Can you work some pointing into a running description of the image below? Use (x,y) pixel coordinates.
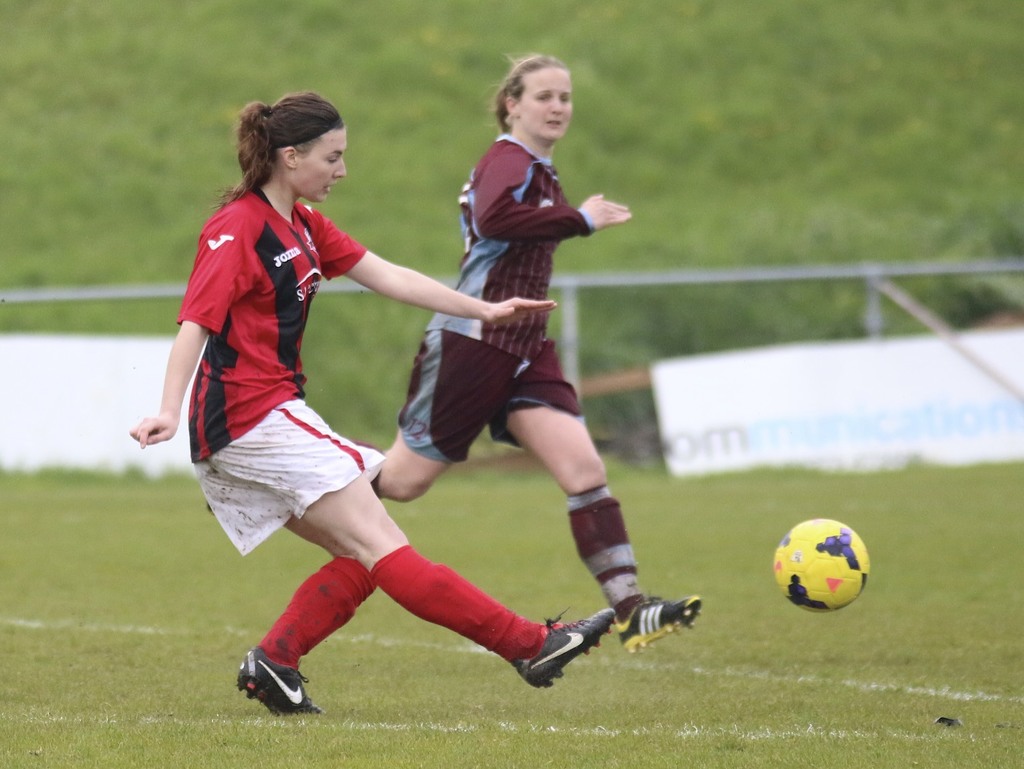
In this image, there are two people (421,419) wearing T-shirt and shorts (421,419). We can see the ground (460,650) covered with grass (477,646). We can also see the fence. We can see some boards (787,434) with text (787,434). We can also see a ball (839,544).
